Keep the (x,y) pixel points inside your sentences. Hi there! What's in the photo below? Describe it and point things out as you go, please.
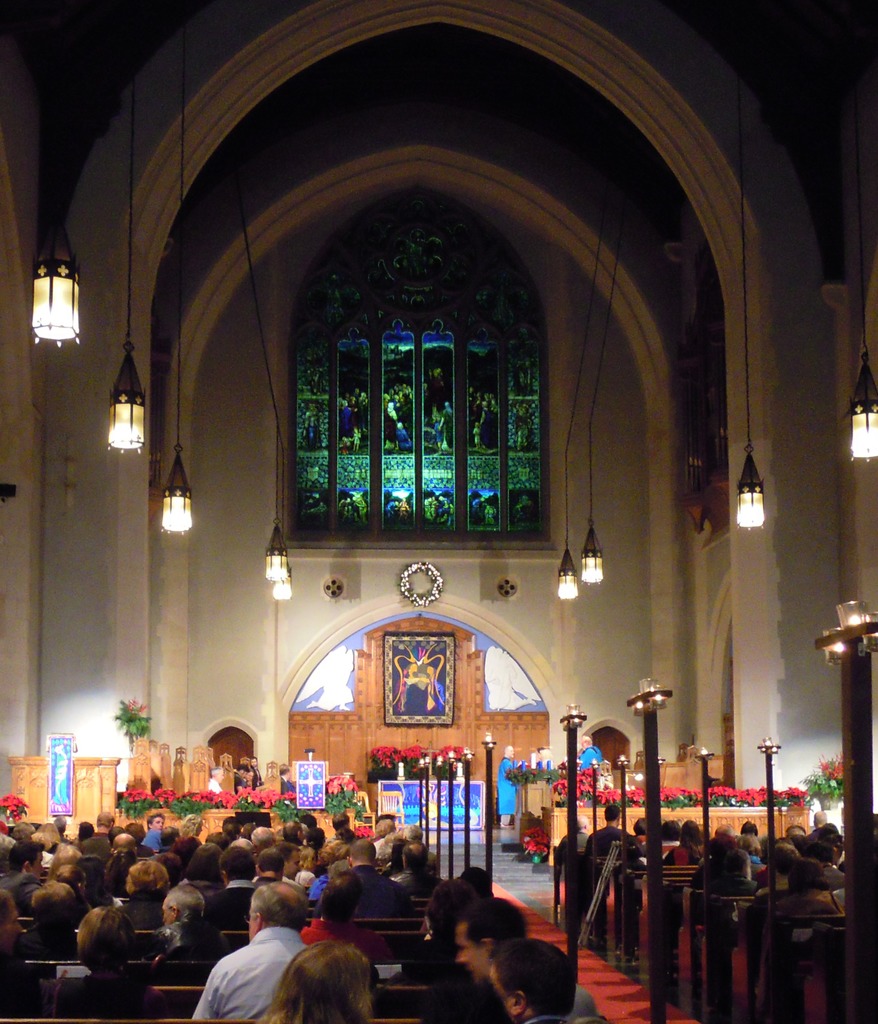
In this picture we can see some people (578,841) are sitting in the front (495,964), there are some lights (875,621) in the middle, in the background (445,675) there are some flowers (608,800) and a photo frame (427,678).
